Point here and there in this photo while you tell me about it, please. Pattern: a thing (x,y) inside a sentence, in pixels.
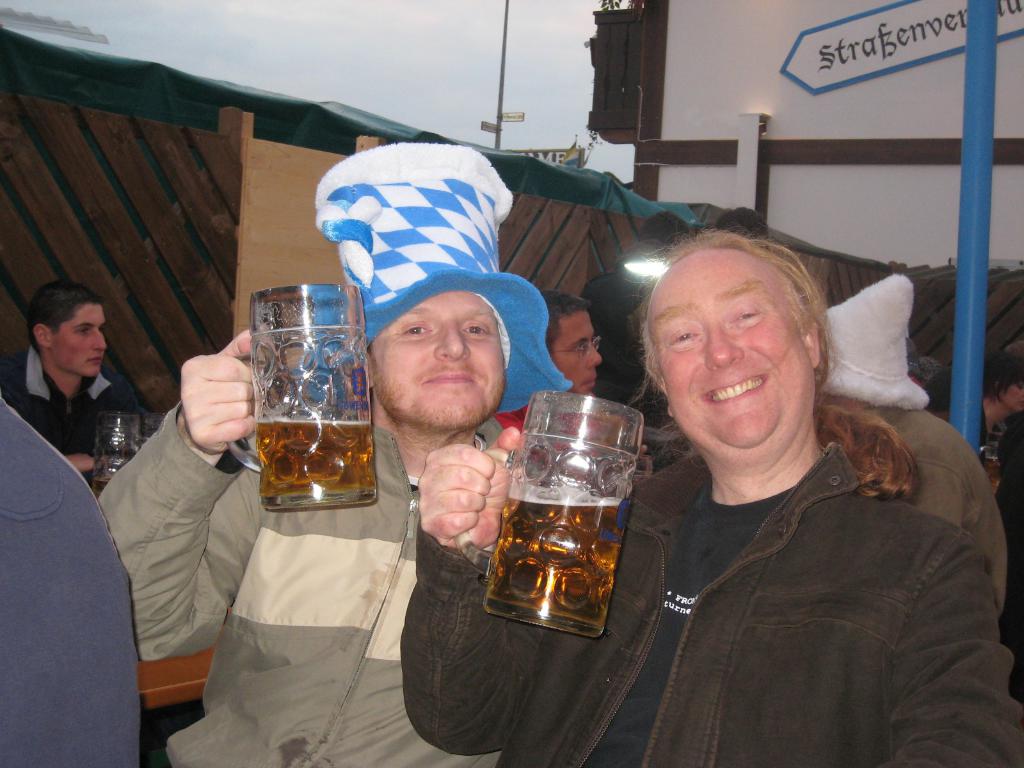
In this image I can see number of people (910,720) where two of them are holding jars (626,435), I can also see he is wearing a hat (422,259) and also I can see smile on their faces (683,363). In the background (113,463) I can see one more jar (119,433).
